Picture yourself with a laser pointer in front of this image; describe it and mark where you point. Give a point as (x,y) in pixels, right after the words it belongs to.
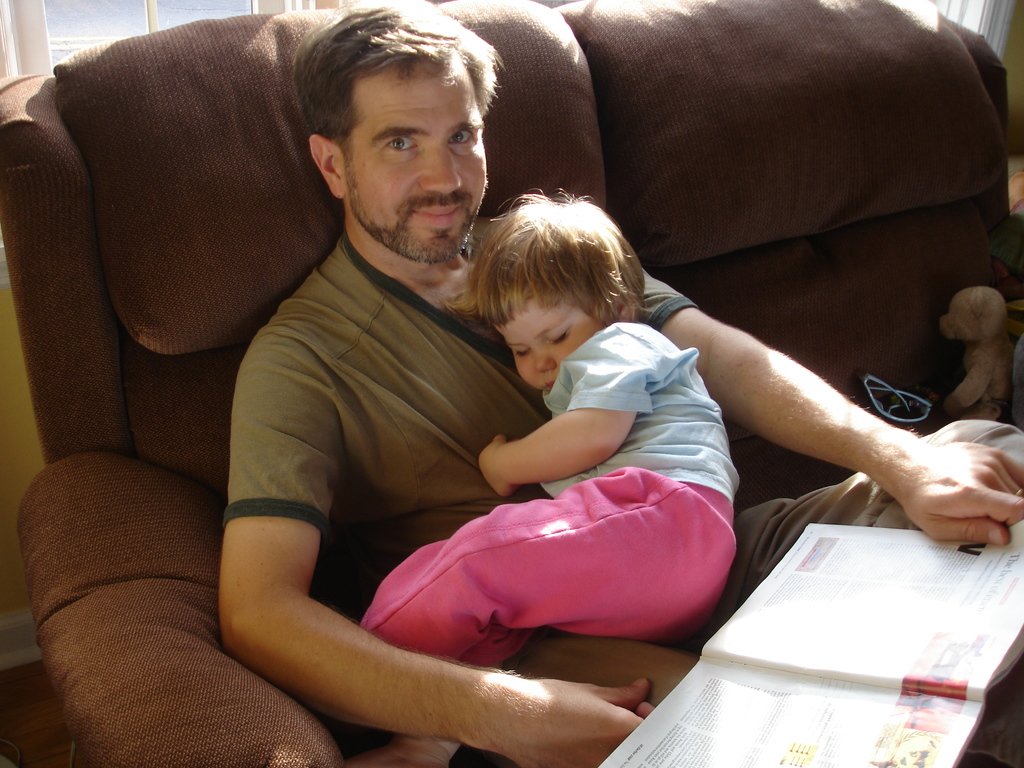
In the middle of the image (374,494) a person (381,163) is sitting on a couch (805,215) and holding a baby (654,442) and book (975,550). Beside him we can see some glasses (867,389) and toys (961,403). Behind the couch (265,24) we can see wall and window (43,24).
